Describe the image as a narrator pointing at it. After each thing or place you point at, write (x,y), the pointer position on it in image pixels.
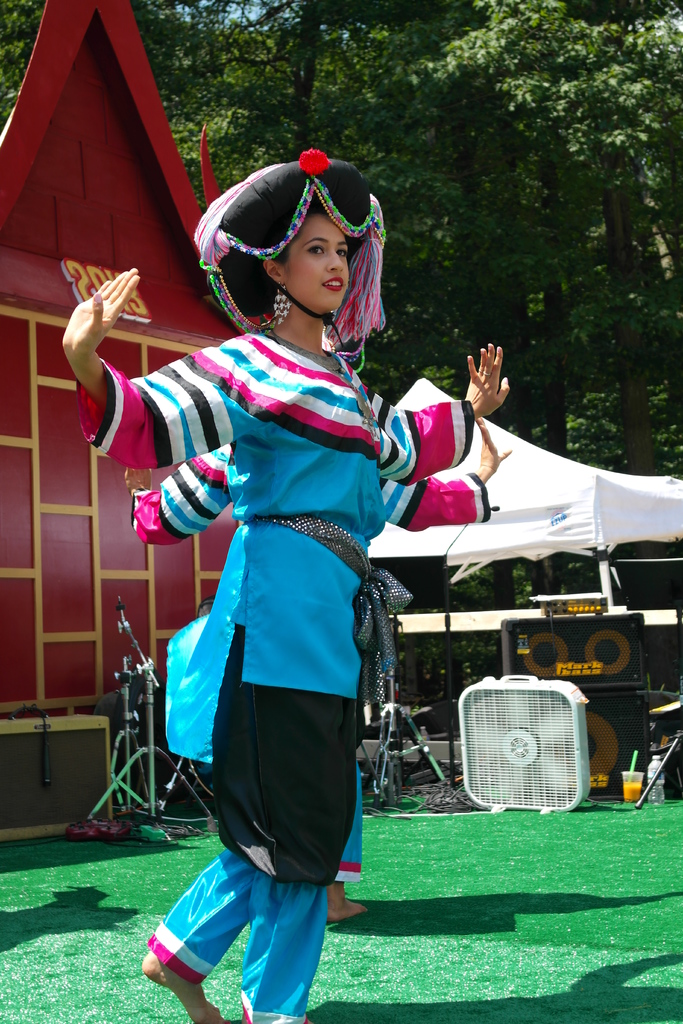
In the image we can see there is a woman (240,457) standing and she is wearing hat (317,185). There is another person (399,526) standing on the ground (440,936) and the ground (488,975) is covered with grass (438,937). Behind there is mic stand (131,718), speaker boxes (641,733), fan (535,752) and tent (543,477). There is a building (84,514) and there are trees (422,115) at the back (437,228).
